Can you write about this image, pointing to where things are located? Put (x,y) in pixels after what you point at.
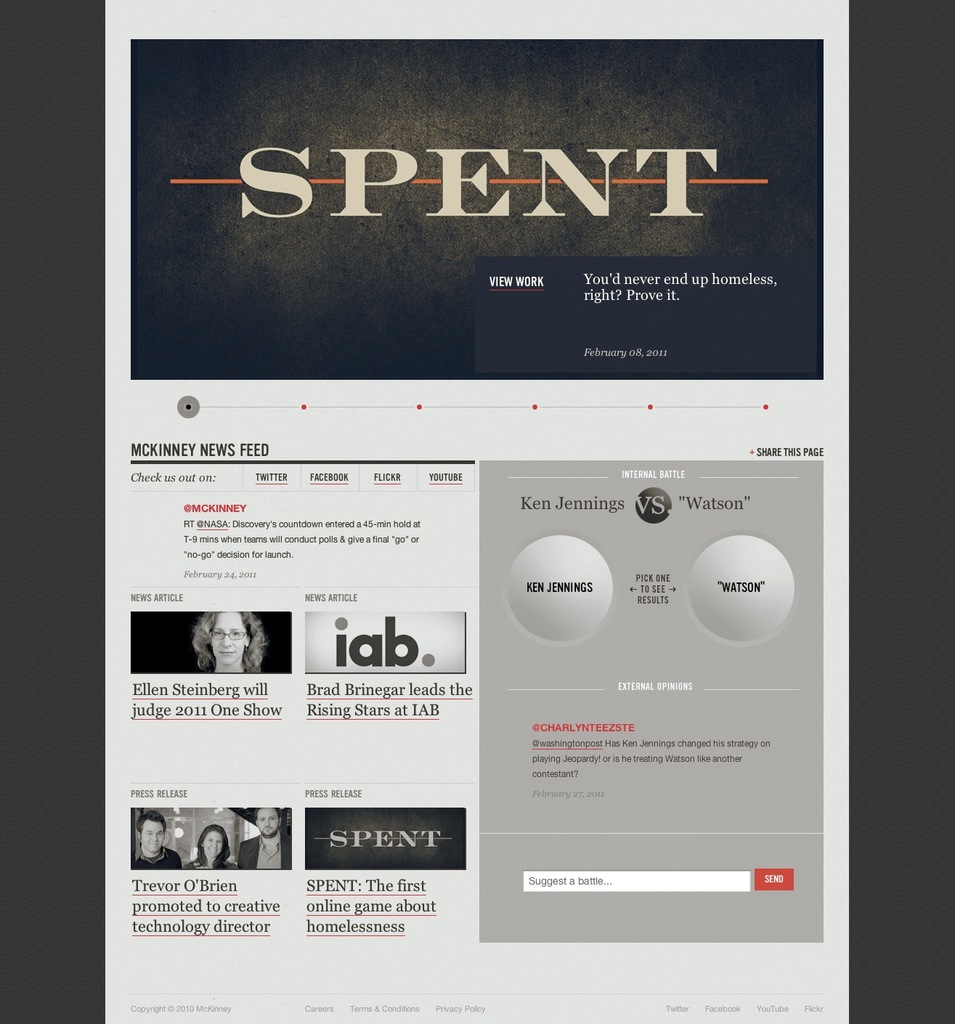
In this picture there is a poster (445,447) or it looks like a screen (612,683). In the bottom left (212,826) I can see the persons images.
